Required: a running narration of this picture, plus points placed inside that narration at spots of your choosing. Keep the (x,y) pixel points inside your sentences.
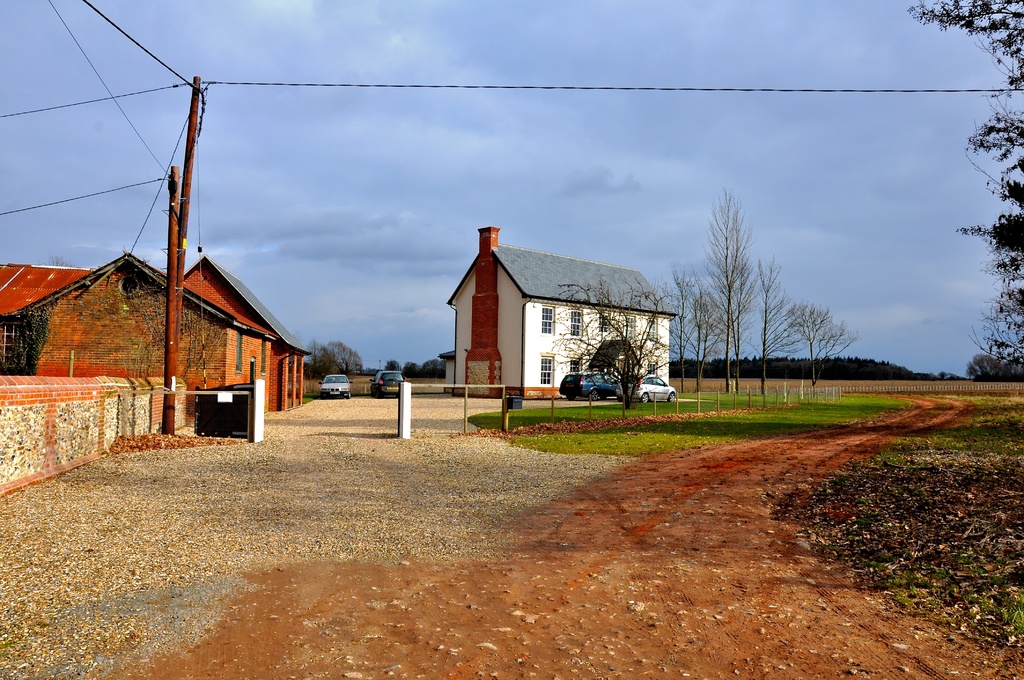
In this image we can see buildings (208,356), motor vehicles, fence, electric poles (187,179), electric cables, trees (699,356), sky (642,202) with clouds (791,150), shredded leaves (920,455), walls (77,410) and a walking path (647,556).
